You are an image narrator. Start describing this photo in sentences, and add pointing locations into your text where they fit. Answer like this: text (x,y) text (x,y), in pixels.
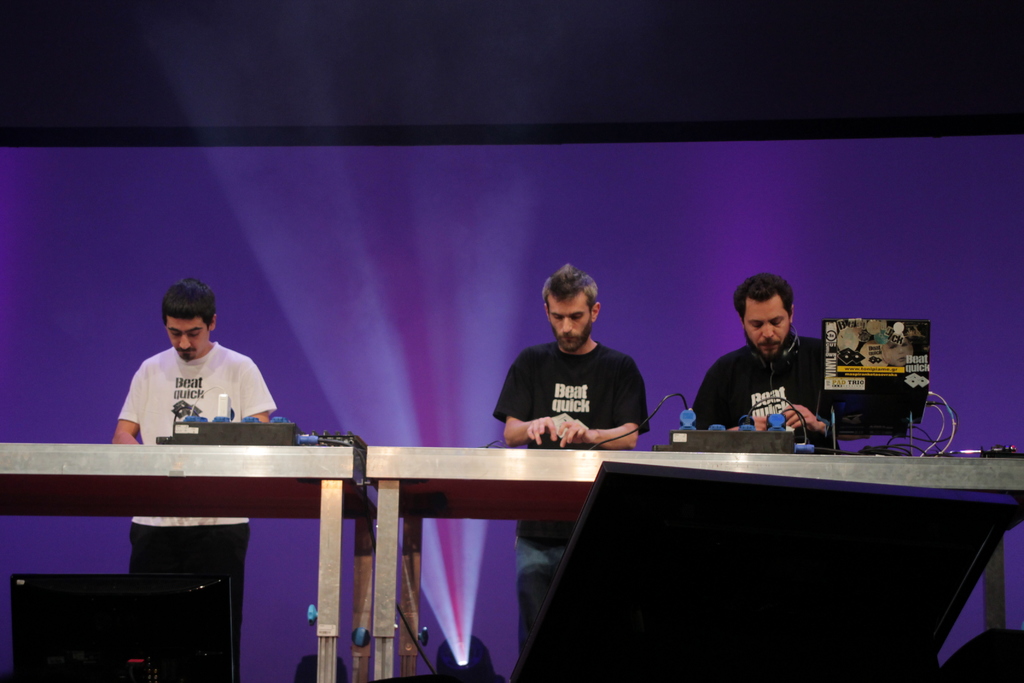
In this image we can see people (512,397) standing on the floor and tables (342,476) are placed in front of them. On the tables (767,473) we can see electric circuits (251,433), cables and a laptop (883,406). In the background (490,266) there is an electric light (454,645).
